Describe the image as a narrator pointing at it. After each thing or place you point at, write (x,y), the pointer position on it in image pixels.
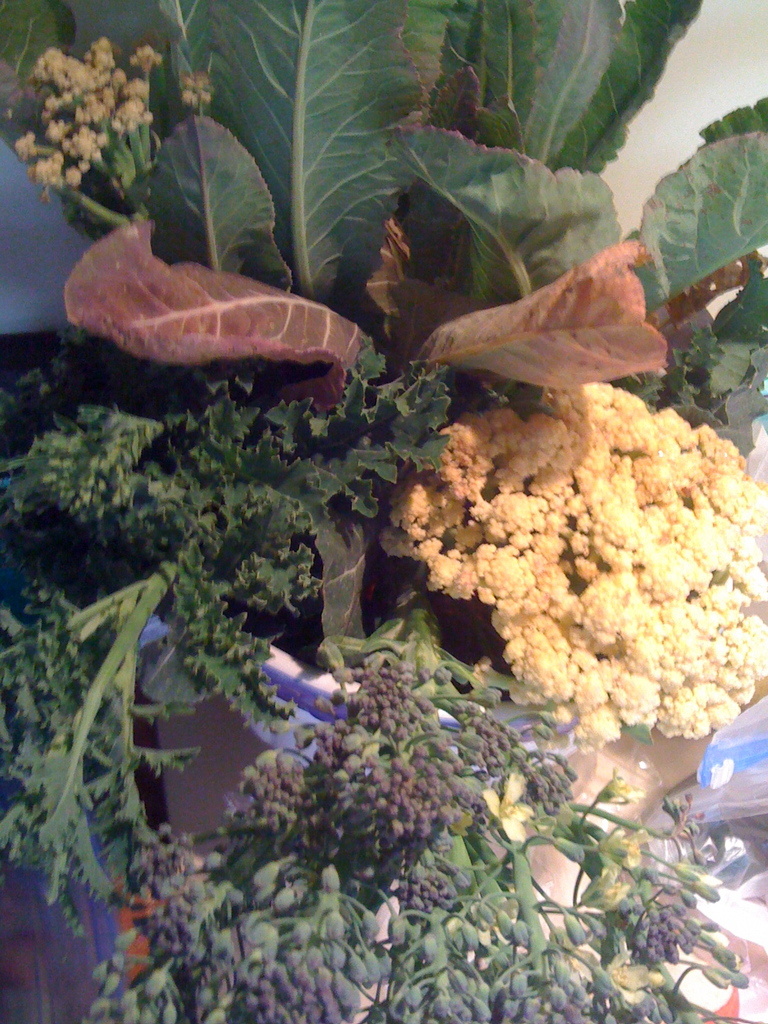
In this picture there are plants (358,413) and flowers (555,480). In the background (204,788) there is a table (209,772). On the right (715,866) there is a cover (729,899).
